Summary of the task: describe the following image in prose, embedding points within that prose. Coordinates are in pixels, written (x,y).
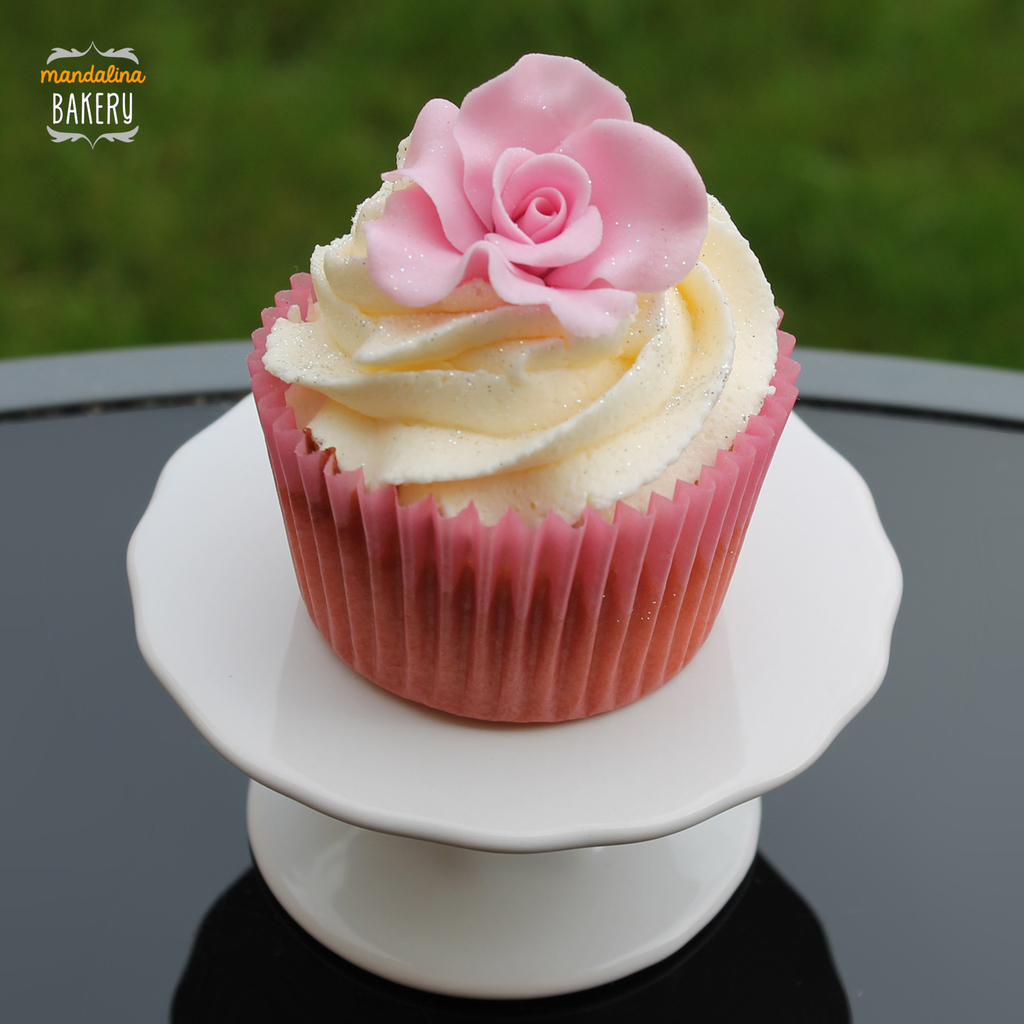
In this image I can see a cupcake (579,489) on the white color stand (654,801). We can see a pink color rose (562,176). Background (924,256) is in green color.
